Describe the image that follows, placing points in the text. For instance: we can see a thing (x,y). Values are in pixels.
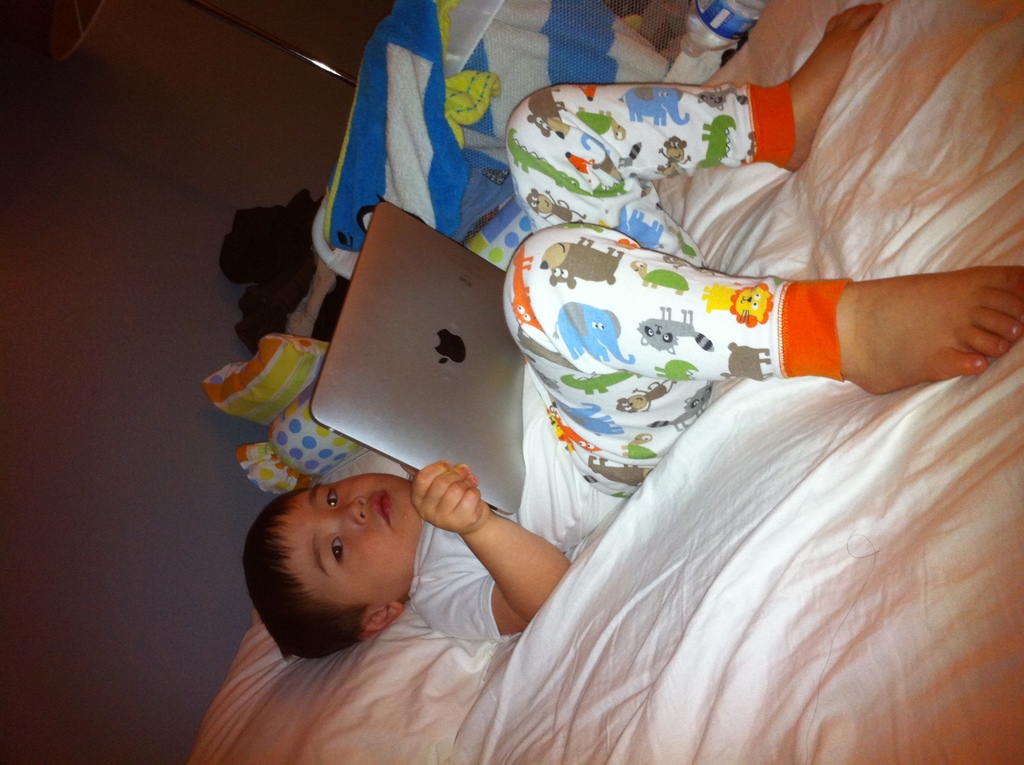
In this image we can see one boy (642,379) lying on the bed (630,549) and holding a tab (443,264). There are three pillows (317,436), one water bottle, one towel (510,40) on the object (661,0) which looks like a stand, some objects (239,234) on the surface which looks like a table (317,301) and one object (291,260) near the wall (317,121) in the background (355,179).
